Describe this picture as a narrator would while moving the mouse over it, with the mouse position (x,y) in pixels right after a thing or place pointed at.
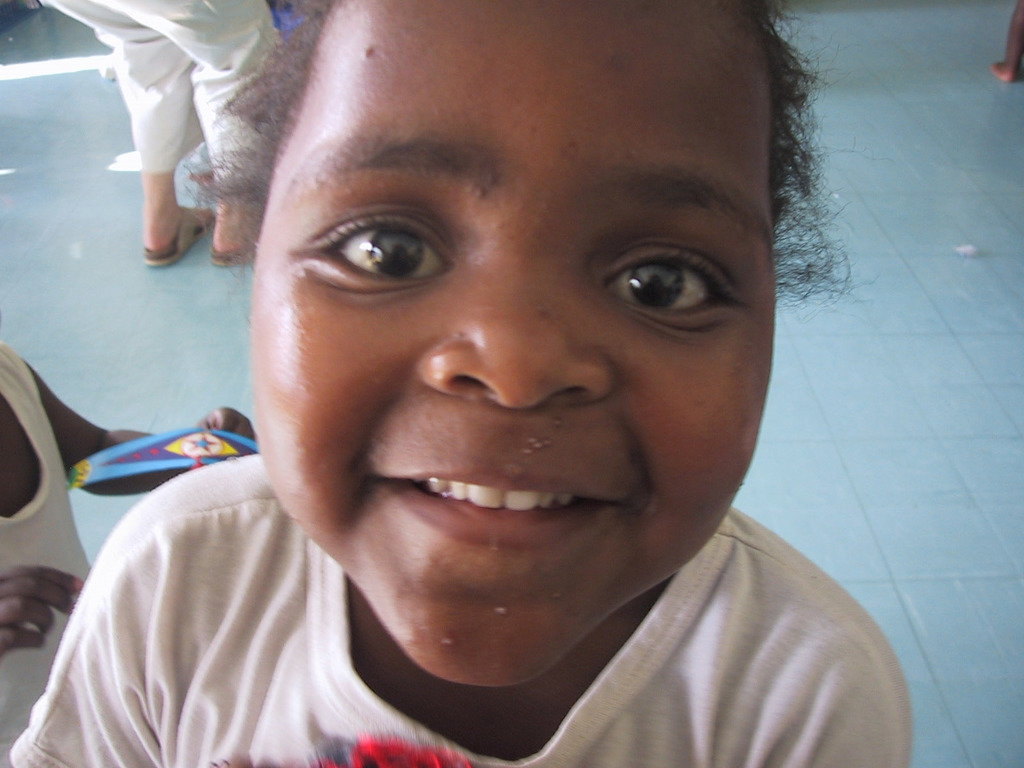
In this image we can see the kid (452,484) smiling. In the background (176,390) we can see the people (1011,38) and also the floor (209,361). On the left (63,547) we can see a person (49,552) holding an object (209,453).
